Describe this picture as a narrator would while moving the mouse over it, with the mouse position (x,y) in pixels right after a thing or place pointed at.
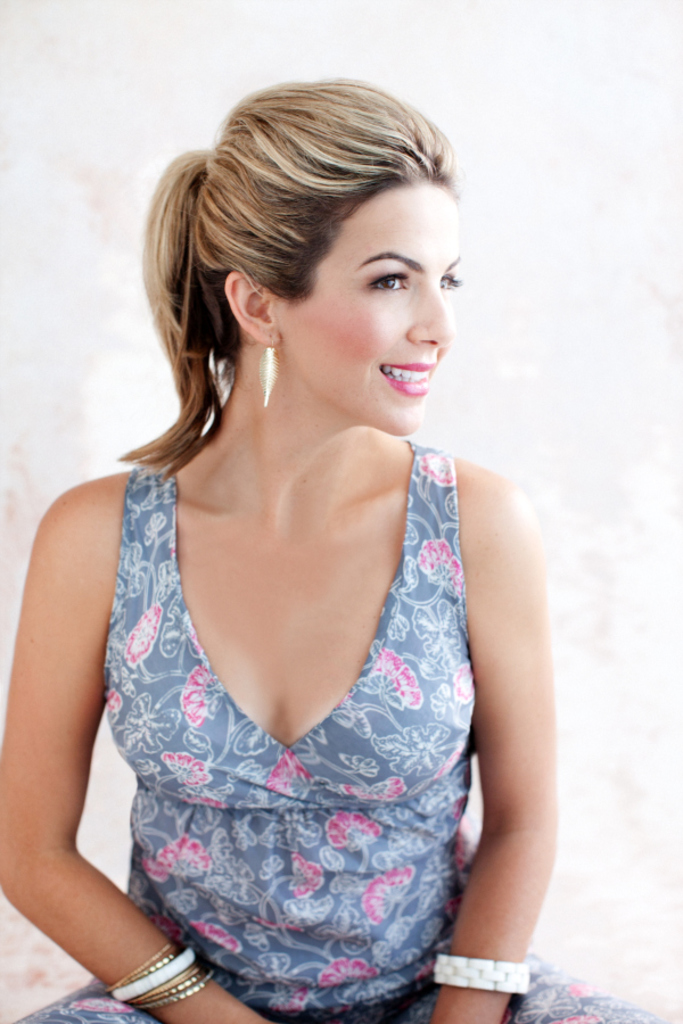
The woman (306,406) in front of the picture is sitting. She is wearing the bangles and a bracelet (475,972). She is smiling. I think she is posing for the photo. In the background (602,511), it is white in color.
